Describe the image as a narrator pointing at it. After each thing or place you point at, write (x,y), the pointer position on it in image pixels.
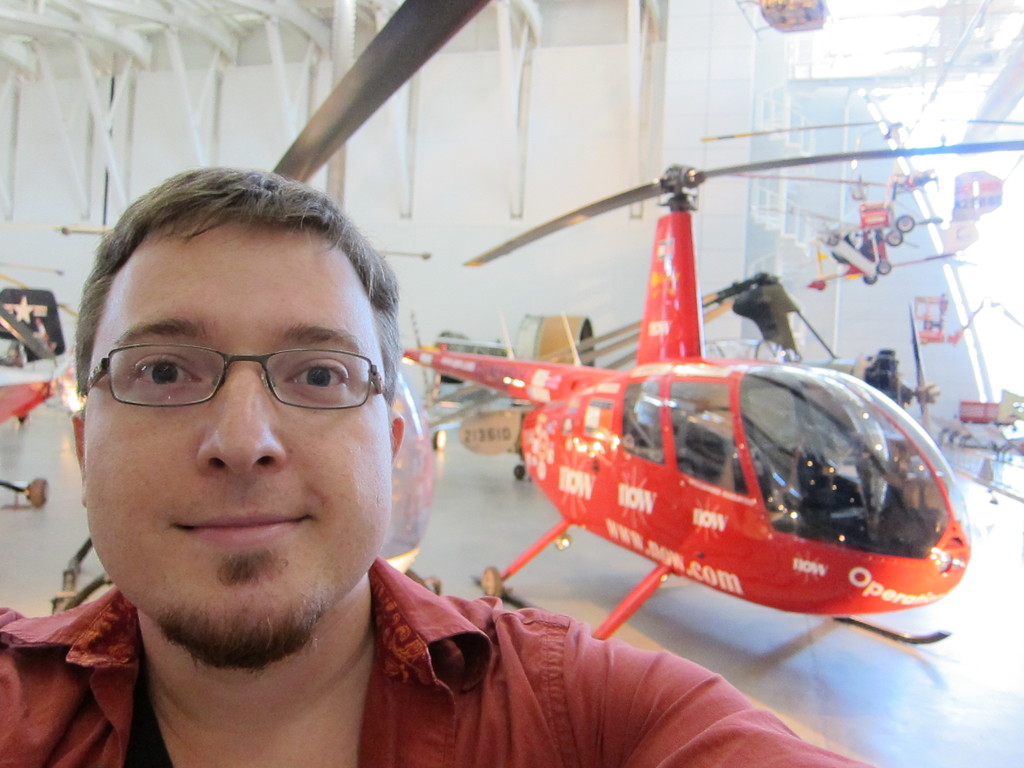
In this picture I can see there is a man (376,310) standing and he is wearing a shirt (520,742) and in the backdrop (561,441) I can see there is a helicopter (631,478) and it has cabins (646,502) and in the backdrop (743,239) I can see there is a wall (468,223) and iron frame (130,38) attached to the ceiling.
